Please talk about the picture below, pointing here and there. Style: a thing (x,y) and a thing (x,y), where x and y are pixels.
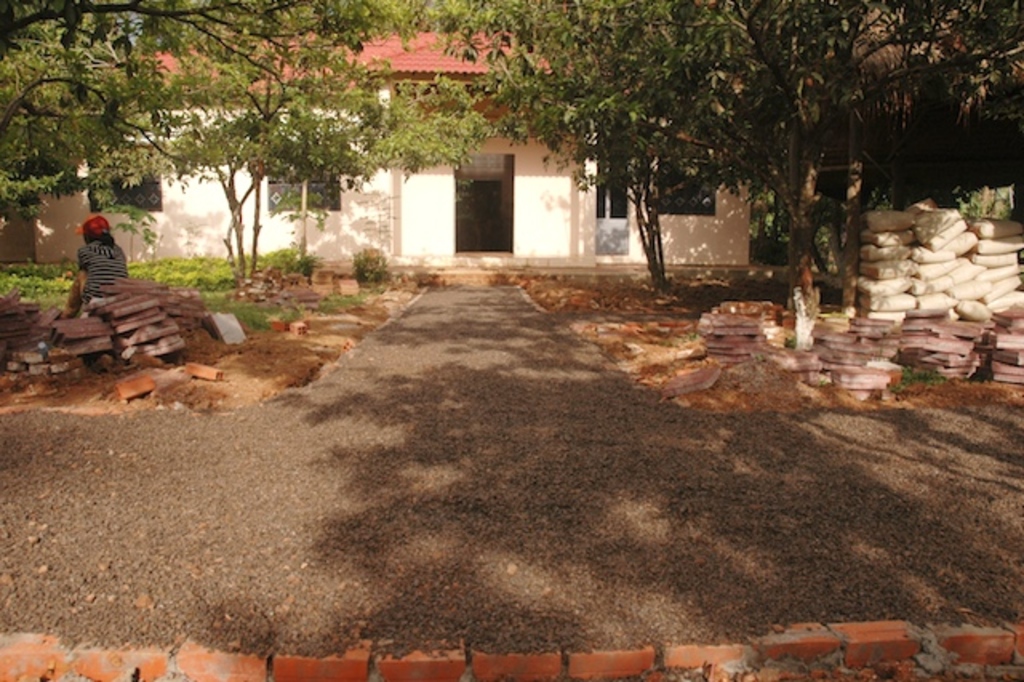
In the picture we can see a path (454,643), besides the path (419,350) we can see a grass surface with some tiles (130,328) placed near it and in the background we can see a house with door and windows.
